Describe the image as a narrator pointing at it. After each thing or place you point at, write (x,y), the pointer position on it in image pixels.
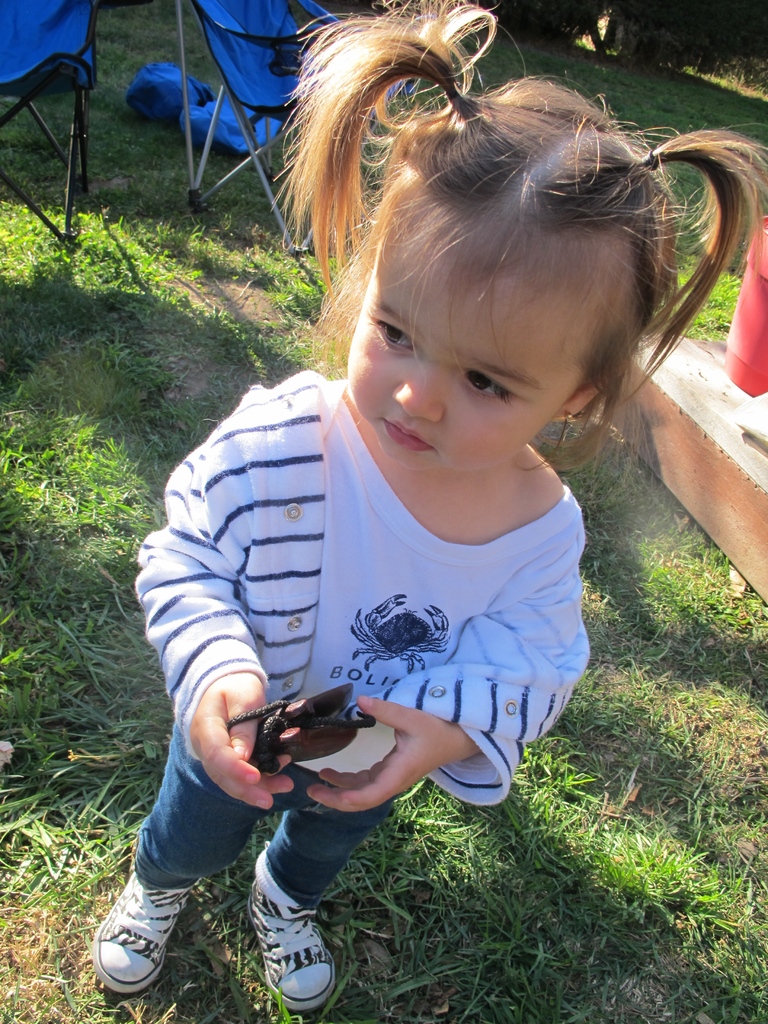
In this image, there is grass (469,1006) on the ground (75,825) which is in green color, at the middle (471,619) there is a small girl (264,588) standing and she is holding a black color object (271,745), at the background (31,70) there are two blue color chairs (21,64).
